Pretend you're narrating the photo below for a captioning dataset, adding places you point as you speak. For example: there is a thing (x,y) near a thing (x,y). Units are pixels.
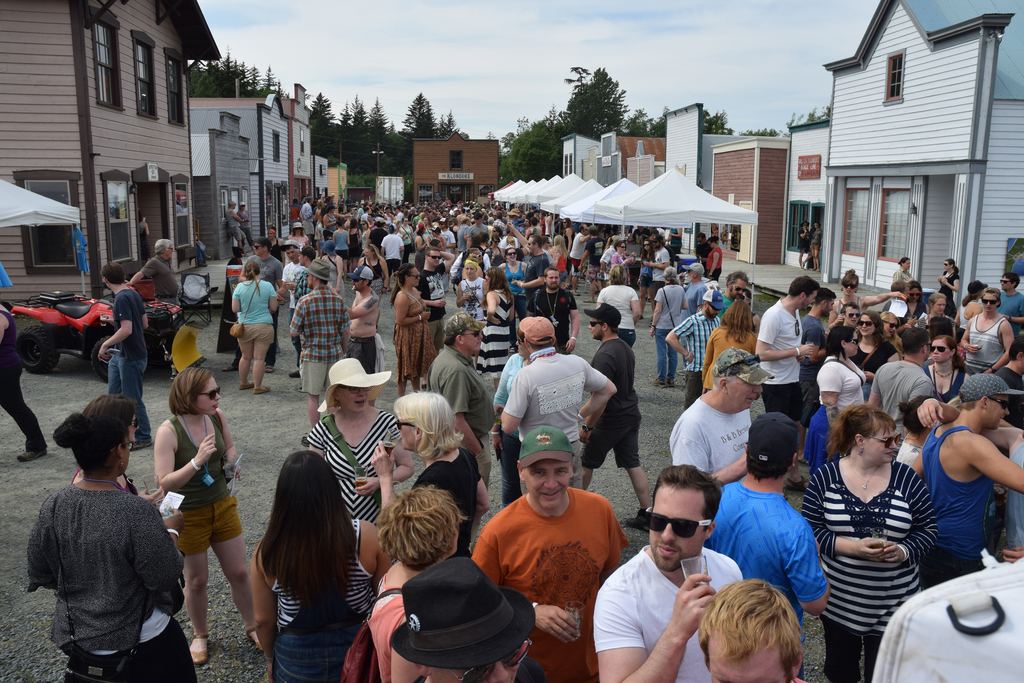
There is a crowd (576,471). Some people (424,368) are wearing caps (344,366) and goggles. On the sides there are buildings (243,102) with windows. Also there are tents (592,209). In the background (678,55) there are trees (568,102) and sky (539,49).
